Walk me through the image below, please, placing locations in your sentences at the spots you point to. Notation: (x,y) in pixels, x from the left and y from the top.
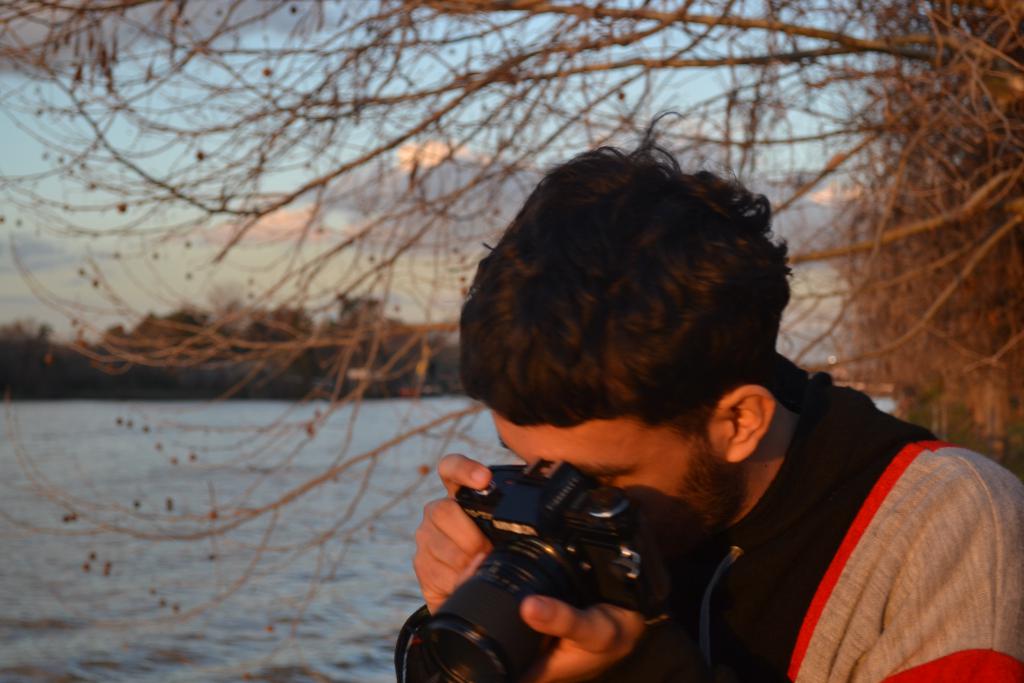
In this image on the right (746,316), there is a man (756,312), he wears a t shirt (833,527), he is holding a camera (537,591). In the background (790,319) there are trees (793,139), waves (256,539), water (187,542), sky (253,245), clouds (309,201).
